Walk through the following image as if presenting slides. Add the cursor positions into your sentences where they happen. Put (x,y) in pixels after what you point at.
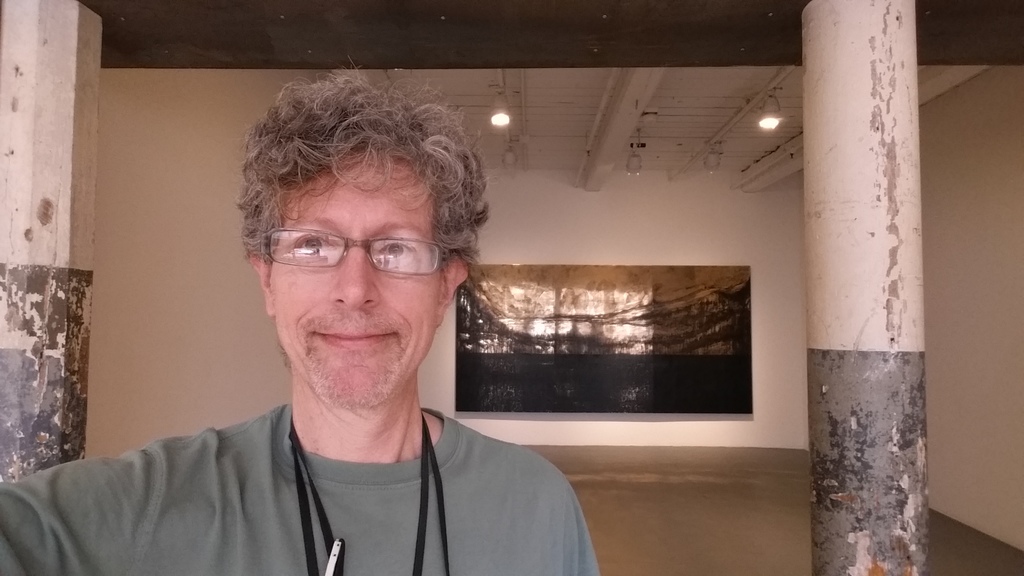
In this image, we can see a person (354,350) wearing glasses (338,257) and smiling. Background (766,384) we can see painting (632,381), walls (603,438), pillars (896,372), floor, ceiling (637,92) and lights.
